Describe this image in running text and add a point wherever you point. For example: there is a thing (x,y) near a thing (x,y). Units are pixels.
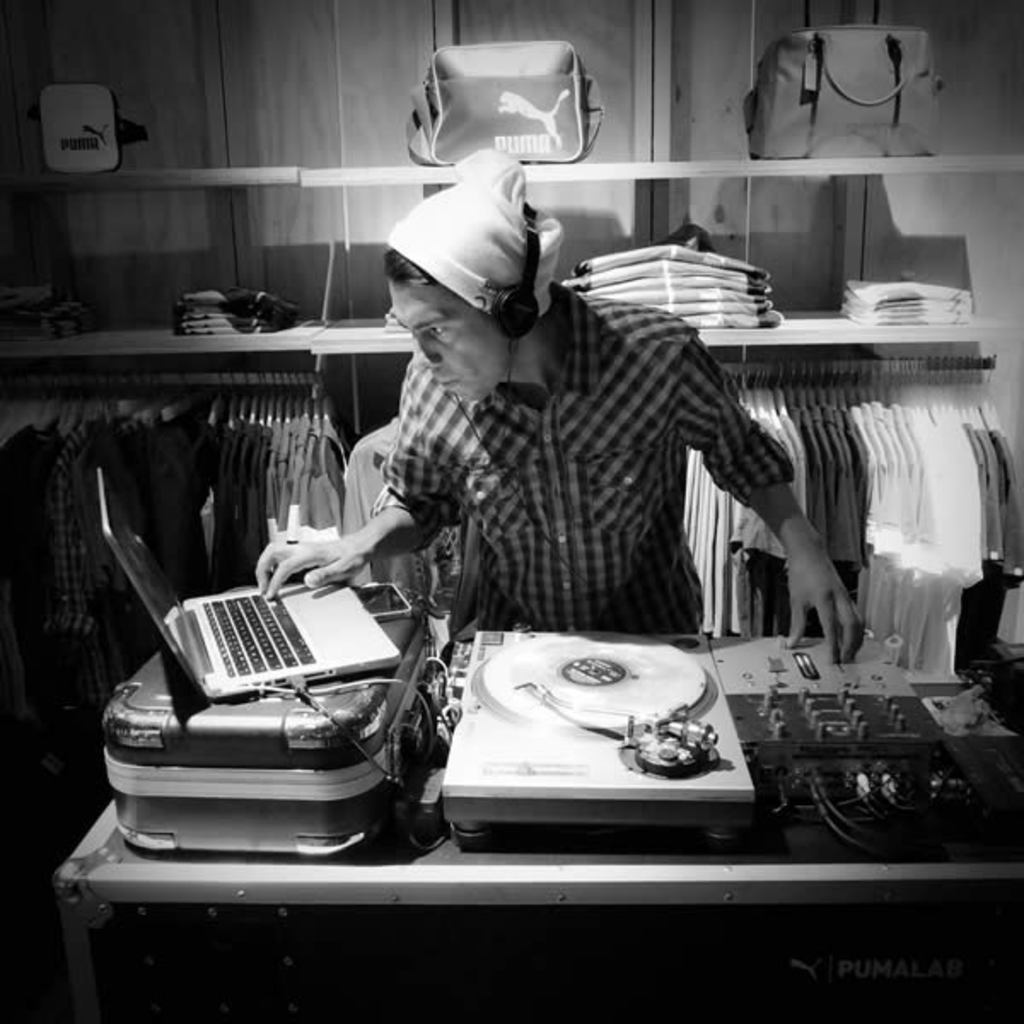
In the picture I can see a man (521,399) is standing. The man (554,407) is wearing a shirt (519,419), a cap (486,281) and headphones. I can also see a laptop (259,687), music system (685,784), clothes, bags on shelves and some other objects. This image is black and white in color.
